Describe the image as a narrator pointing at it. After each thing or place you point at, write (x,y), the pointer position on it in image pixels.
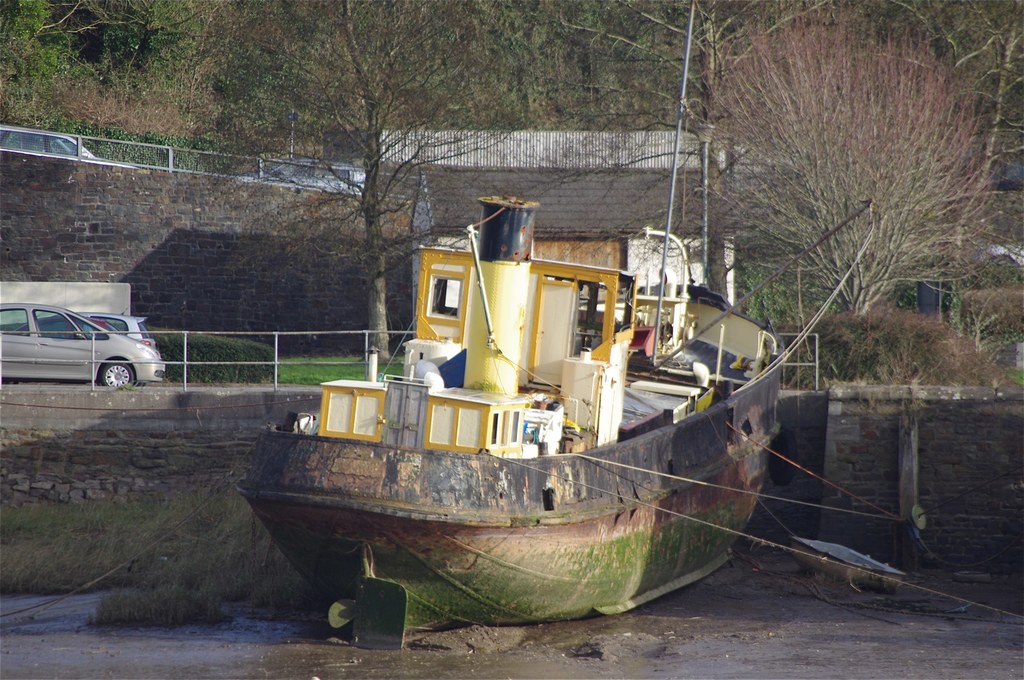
In this image, I can see a boat (676,458). These are the ropes (791,460), which are tied to the boat (759,418). I can see two cars (117,325), which are parked. These are the small bushes (183,349). I can see the trees (535,54). This looks like a wall (248,242). I can see two cars (306,163). Here is the grass (13,532).
